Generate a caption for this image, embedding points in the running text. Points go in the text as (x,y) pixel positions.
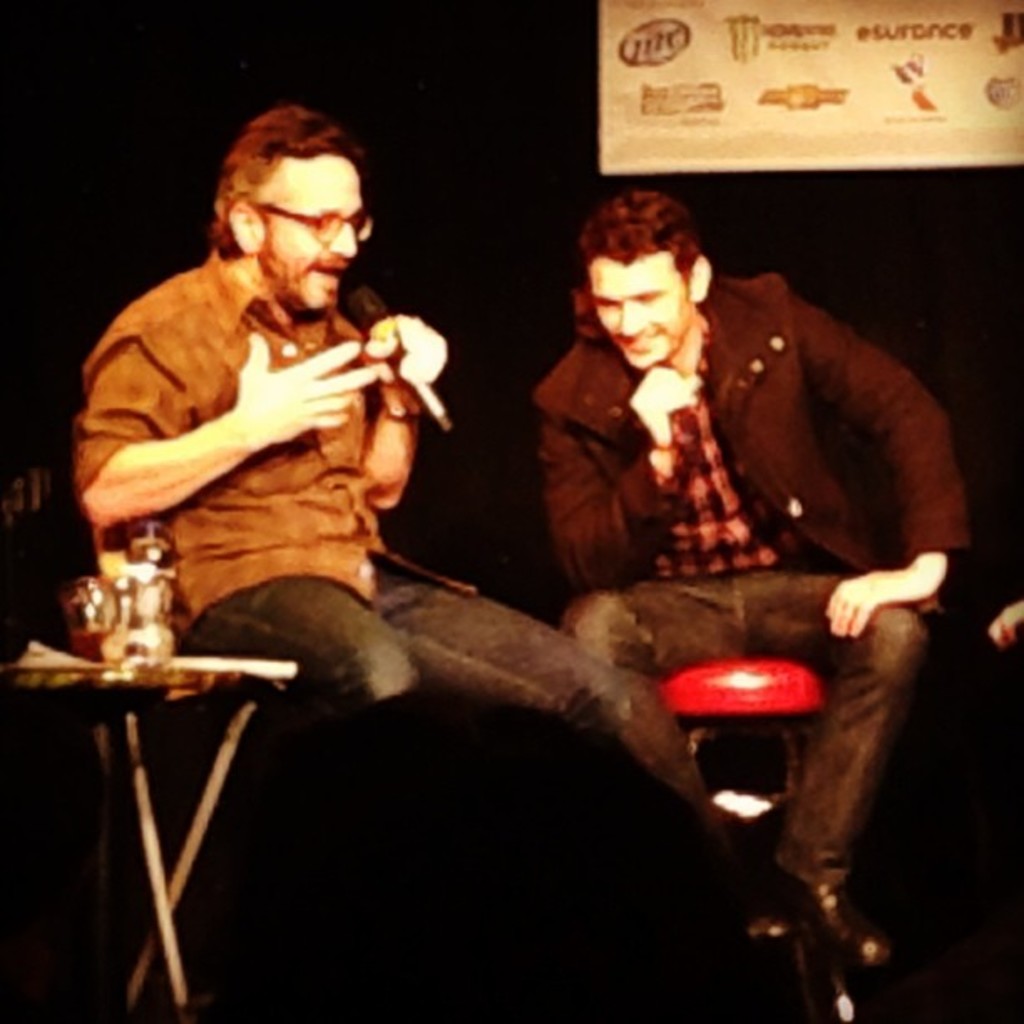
In the picture we can see two men (451,638) are sitting on the stools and one man (351,654) is holding a microphone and one man (338,645) is talking something.
